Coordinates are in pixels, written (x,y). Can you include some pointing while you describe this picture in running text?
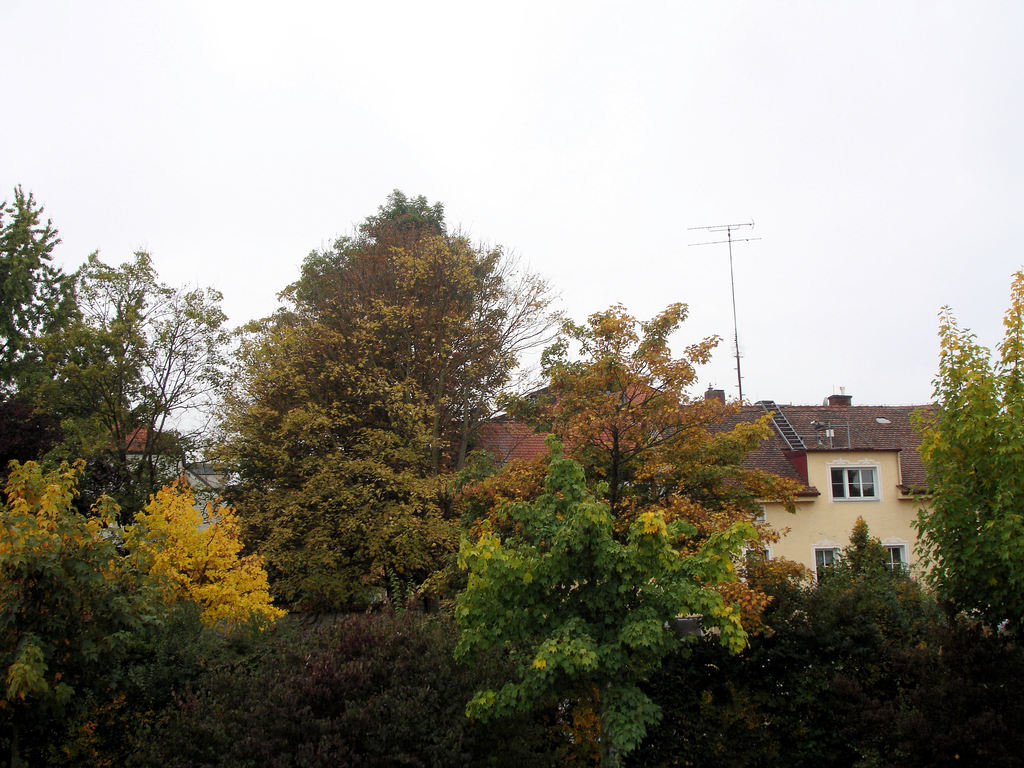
In this picture we can see the houses (849,482) surrounded by green trees (78,483) and bushes (371,707). At the top (760,240) we can see a pole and an antenna (728,231). The sky (703,235) is bright.
